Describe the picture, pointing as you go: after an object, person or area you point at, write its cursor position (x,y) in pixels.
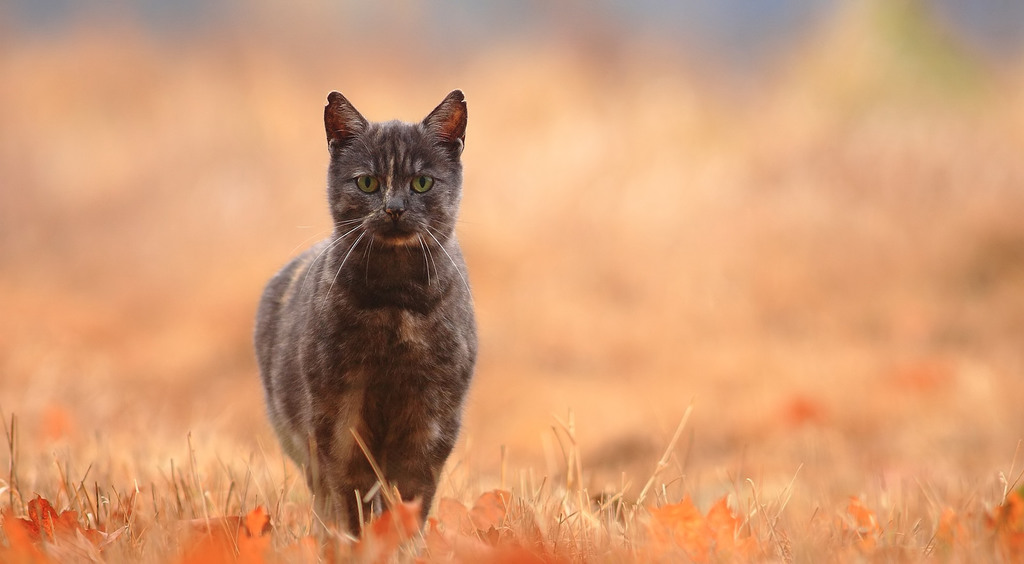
In this image we can see a cat (382,412) and there is a grass (121,506) and leaves (1014,535) on the ground (436,520) and a blurry background (297,98).
